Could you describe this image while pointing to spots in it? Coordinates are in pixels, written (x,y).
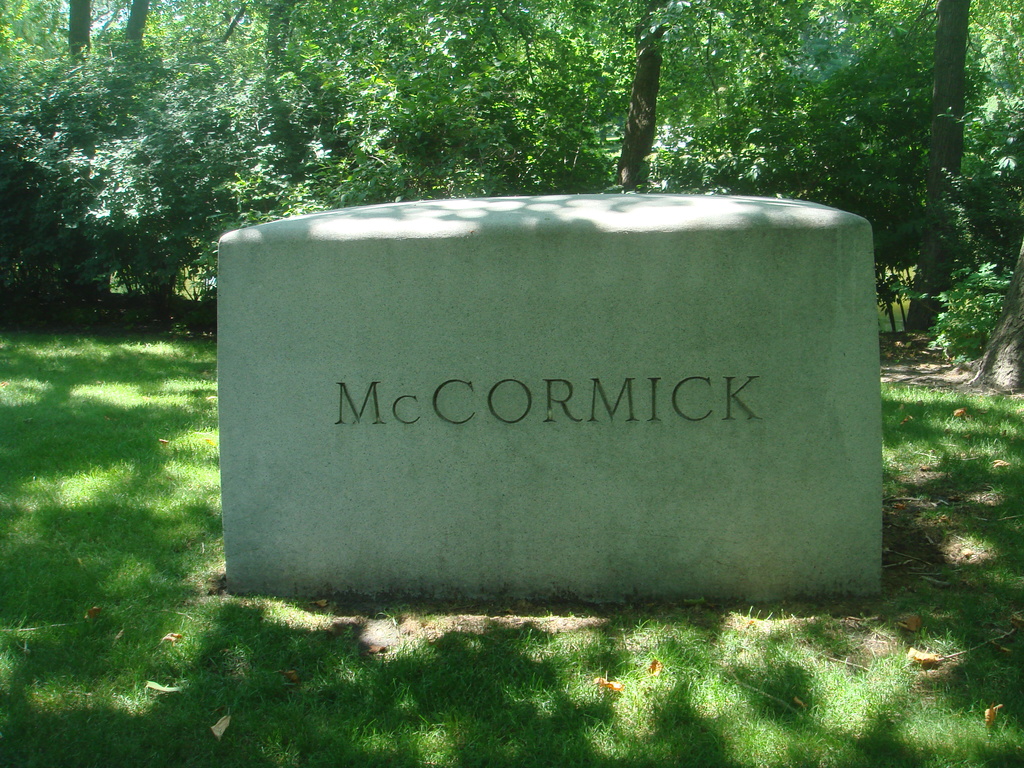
In this picture there is a stone (590,376) which has something written on it is placed on a greenery ground (493,660) and there are trees (447,134) in the background (573,117).
